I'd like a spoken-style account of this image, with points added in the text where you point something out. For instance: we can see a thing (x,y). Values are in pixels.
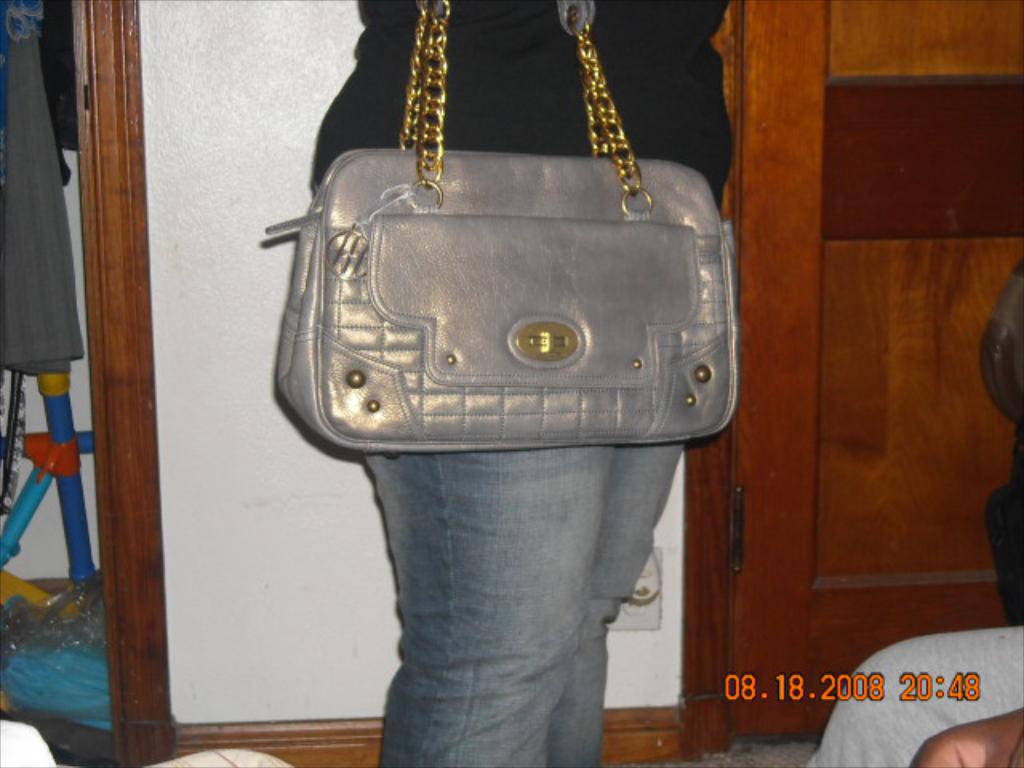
In this image there is one person (500,106) who is standing and she is wearing a handbag (543,335). On the top of the image (230,48) there is wall (192,354) on the right side of the image (848,161) there is door (841,269).
